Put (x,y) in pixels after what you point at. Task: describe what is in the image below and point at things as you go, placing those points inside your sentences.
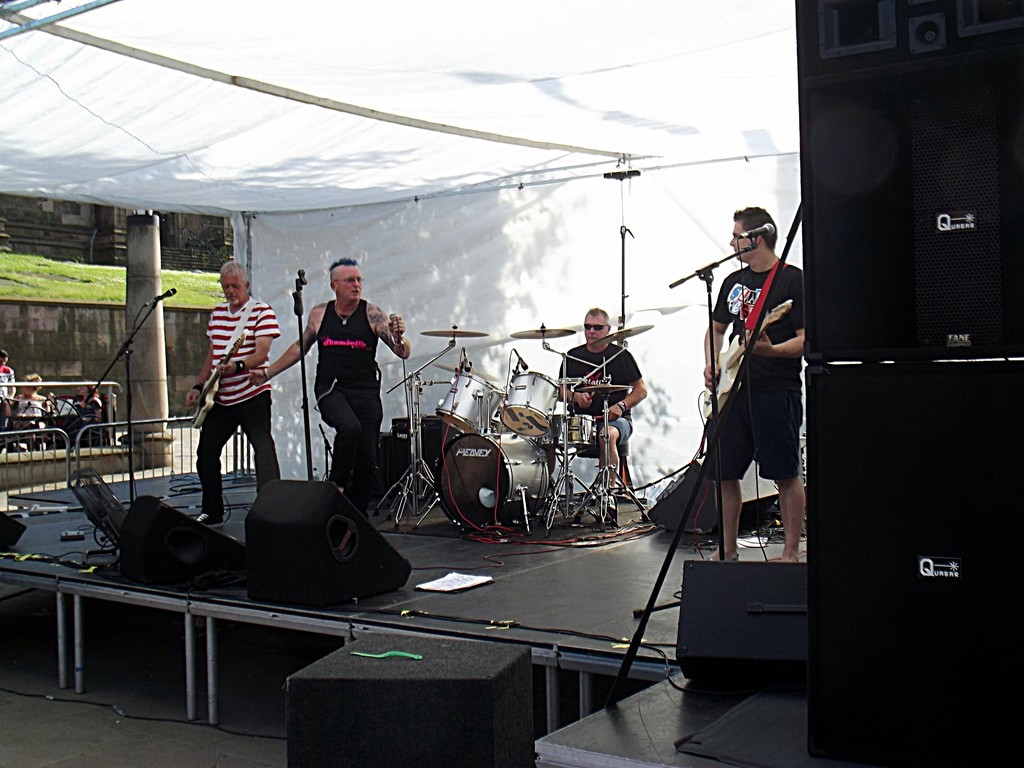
In this image there are group of persons (355,374) performing at the stage (494,526). At the right side (757,388) man (757,388) is holding a guitar (729,383) in his hand (772,353). In the center (607,411) man (619,365) is sitting and playing with the drums (517,421). In the front (361,383) the man (356,396) is dancing, there is a mic (302,347) in front of this person (310,337). At the left side (236,317) man (220,340) is holding a guitar (208,379) and is standing. There are two speakers (263,536) on the stage (224,524) in the front (274,529). At the right side (885,248) there are speakers (761,589). In the background (558,310) there is a white colour curtain (471,243). On the top (346,105) there is a white colour tent (318,104). At the left side (40,411) there are three persons (27,397) sitting There is a building (86,246) at the left side (65,259).
